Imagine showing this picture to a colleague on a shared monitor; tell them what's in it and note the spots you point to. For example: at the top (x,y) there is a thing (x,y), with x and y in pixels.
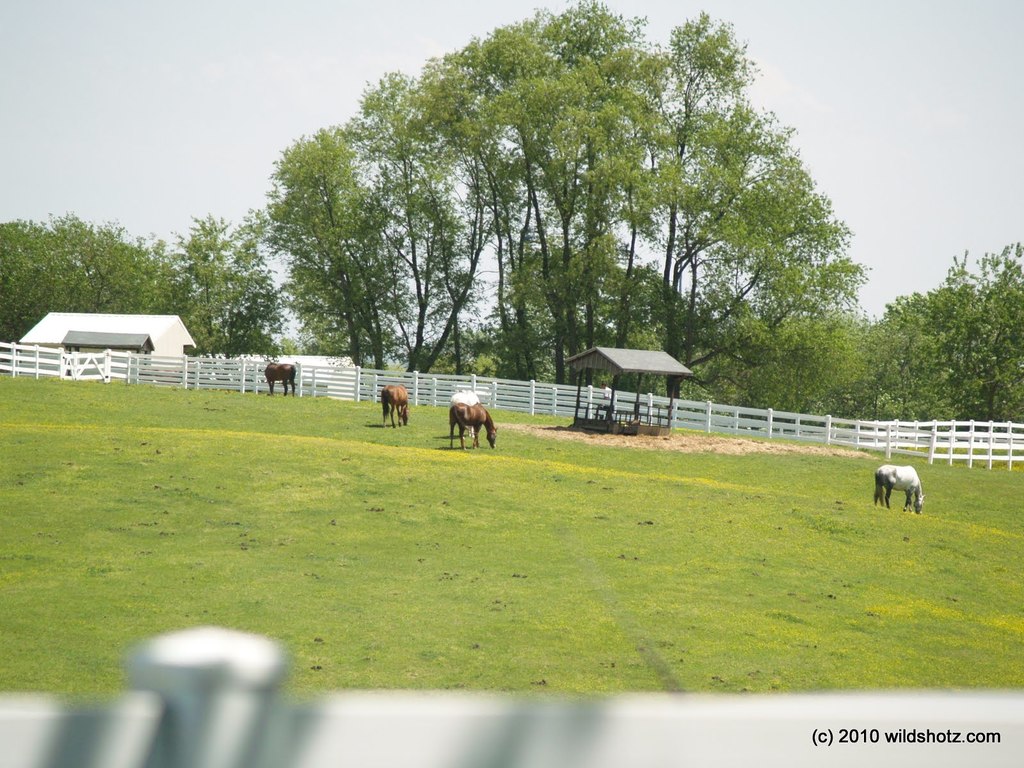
In this picture we can see the horses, sheds (186,335), roofs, fencing (863,424), grass (543,499). In the background of the image (865,409) we can see the trees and ground (664,570). At the bottom of the image (614,714) we can see the fencing (602,713). In the bottom right corner (949,739) we can see the text (949,739). At the top of the image (147,120) we can see the sky (44,206).
